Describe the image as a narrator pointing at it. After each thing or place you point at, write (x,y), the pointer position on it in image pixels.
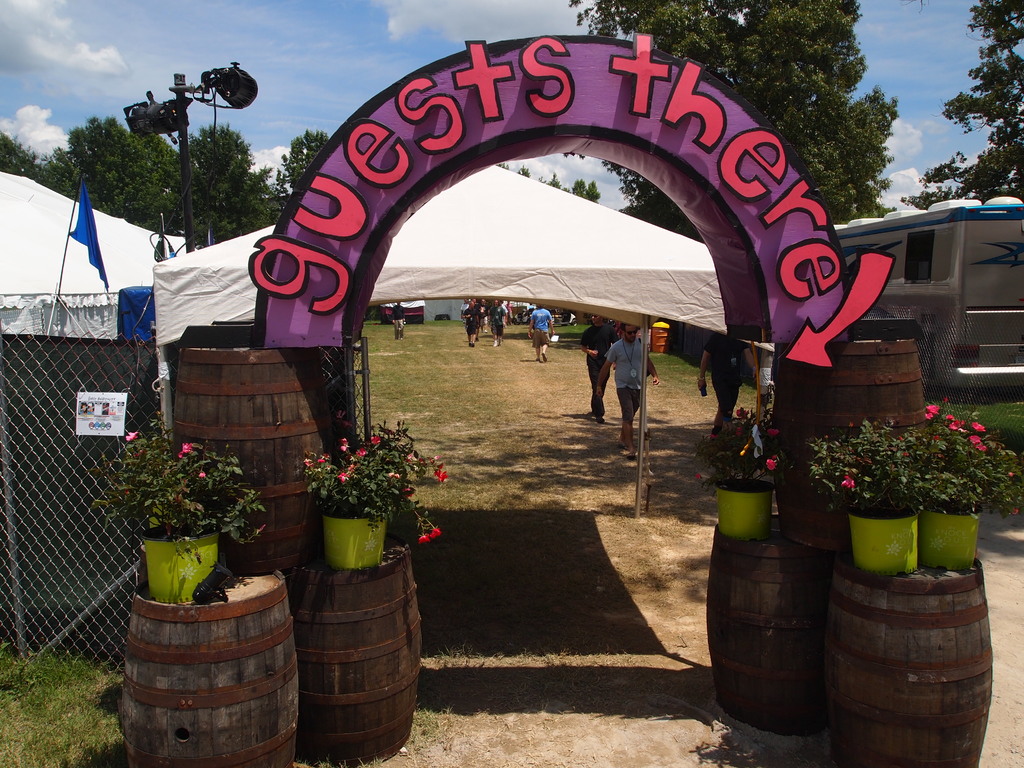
In this image we can see wooden barrels (298,603) on which we can see flower pots (365,524) are kept. Here we can see the arch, we can see fence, flags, light poles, tents (452,313), people (627,382) walking on the ground (557,436), we can see a vehicle (1019,241), trees (115,210) and the sky (203,60) with clouds (118,70) in the background (263,143).
